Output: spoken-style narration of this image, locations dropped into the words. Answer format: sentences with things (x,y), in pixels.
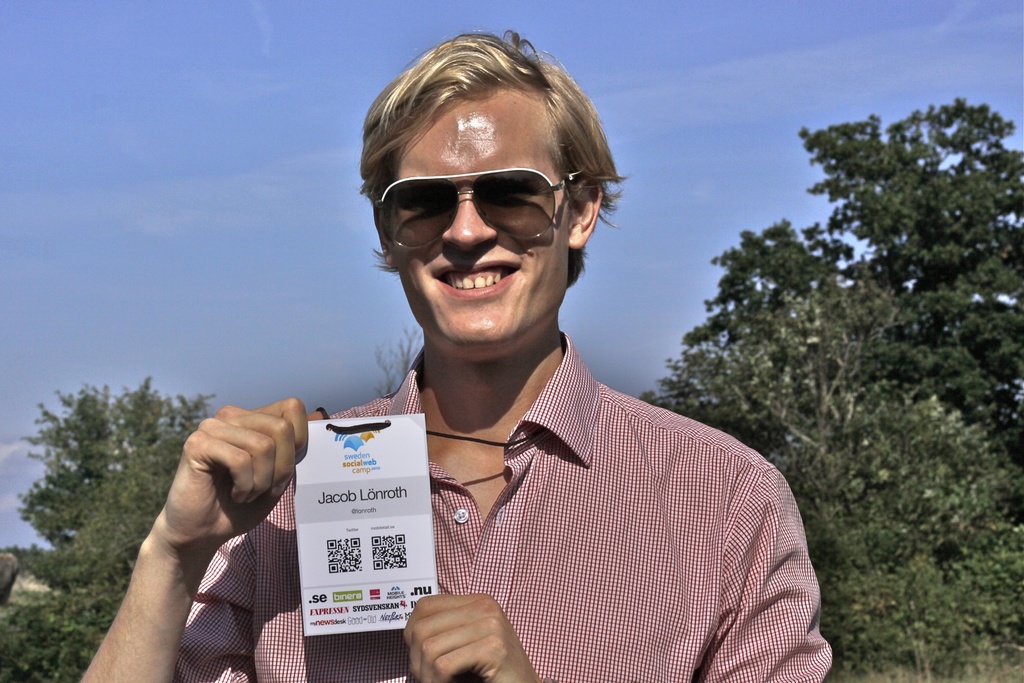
In the foreground (527,598) I can see a man (624,630) is holding a paper (387,564) in hand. In the background (922,290) I can see trees (928,301) and the sky (360,278). This image is taken may be during a day.
